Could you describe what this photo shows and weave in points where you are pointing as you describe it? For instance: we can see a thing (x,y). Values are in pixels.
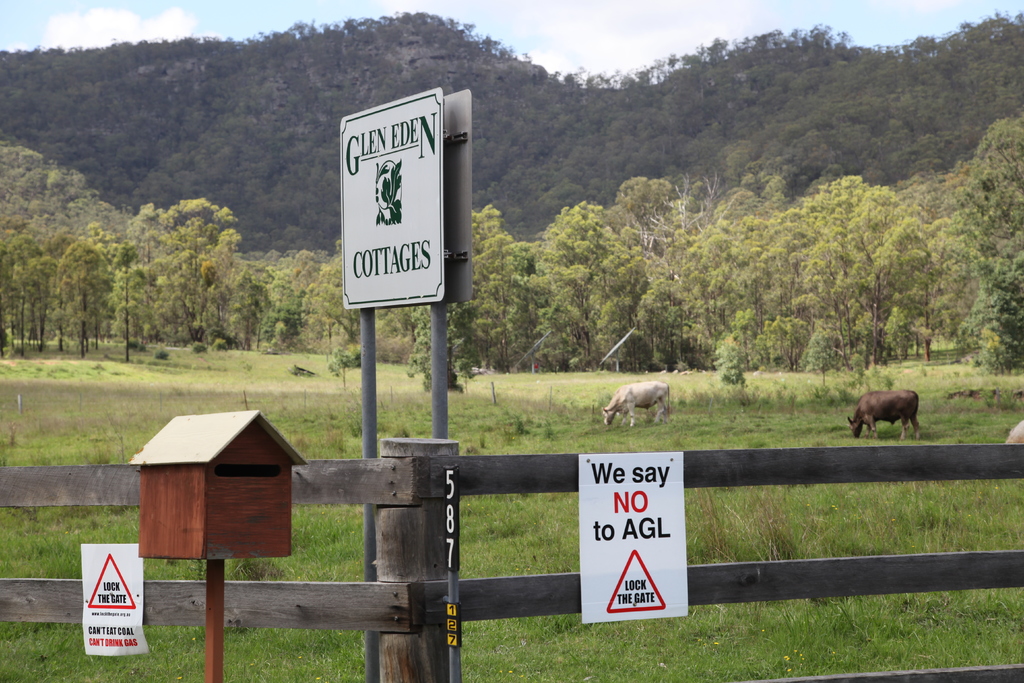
In this image I can see boards (420,284) on which something written on it. Here I can see a wooden fence (400,579) on which there are some objects (582,529) attached to it. I can also see mailbox (215,499). In the background (342,378) I can see animals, the grass (679,426), trees (669,276) and the sky (579,24).
